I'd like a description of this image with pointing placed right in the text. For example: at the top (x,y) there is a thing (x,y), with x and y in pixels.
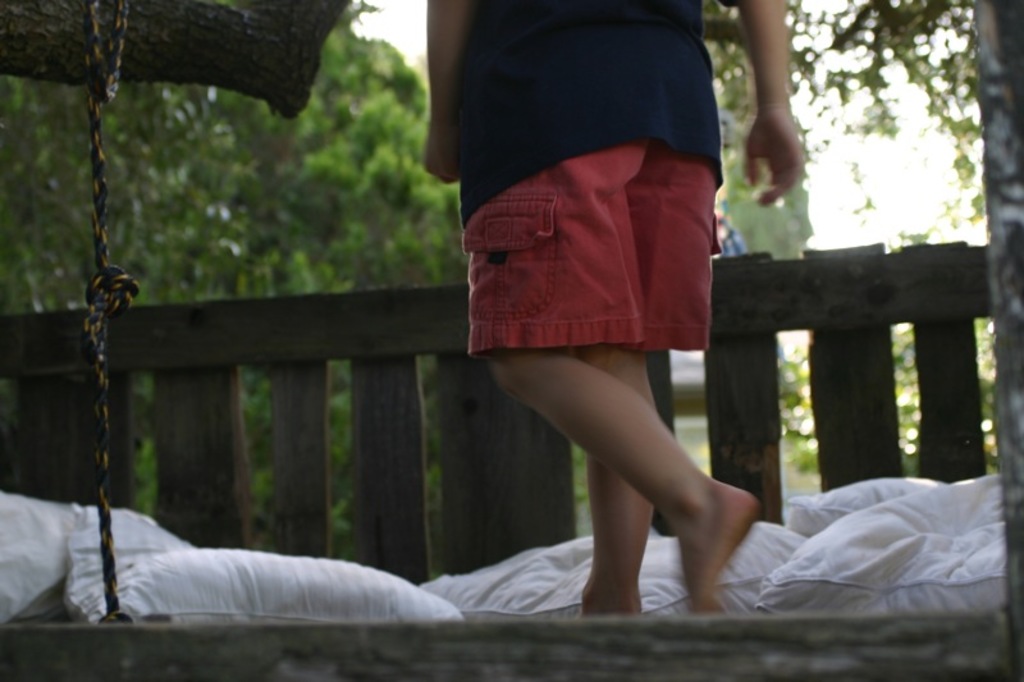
In this picture I can see the boy (514,182) who is wearing black t-shirt (619,36) and red short (630,286). Besides him I can see the pillows (128,566) and wooden fencing (465,438). In the background (131,241) I can see many trees (70,170). At the top (398,1) I can see the sky (407,23). On the left (112,576) I can see the rope (112,561) which is connected to this wooden floor (197,675).
